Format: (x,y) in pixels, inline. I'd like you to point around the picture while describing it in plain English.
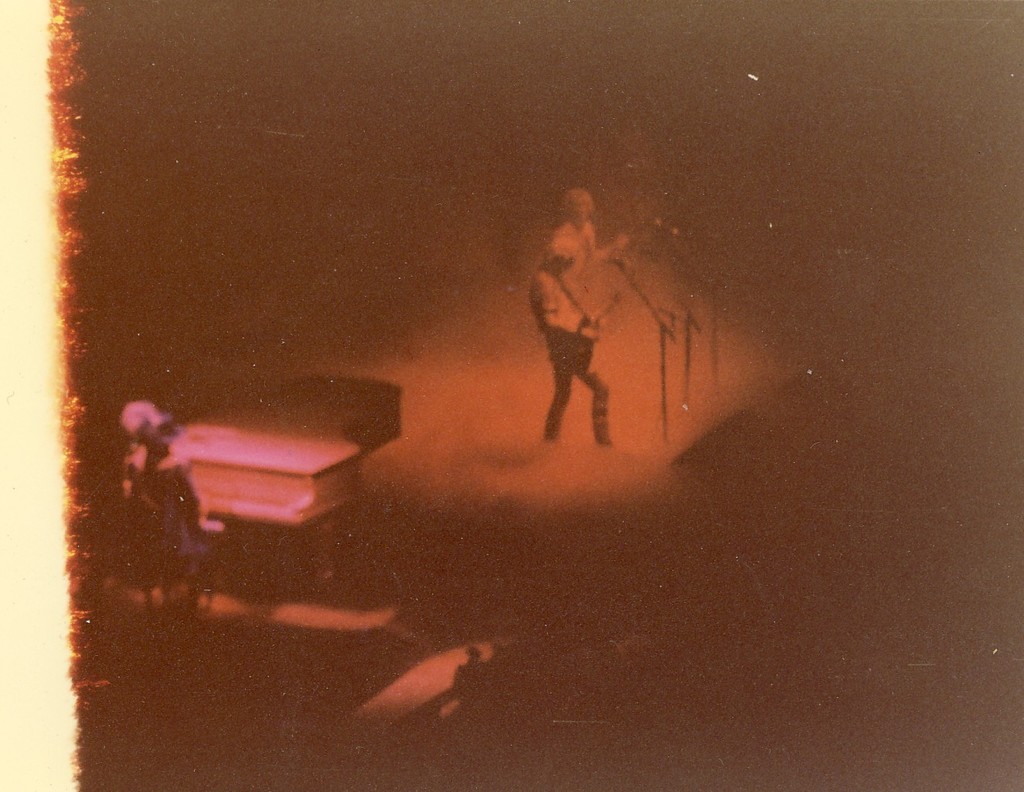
In this image there are persons (599,254) performing on the stage (679,305), there are mics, there is a musical instrument (294,477) and there is a person (157,496) sitting.
